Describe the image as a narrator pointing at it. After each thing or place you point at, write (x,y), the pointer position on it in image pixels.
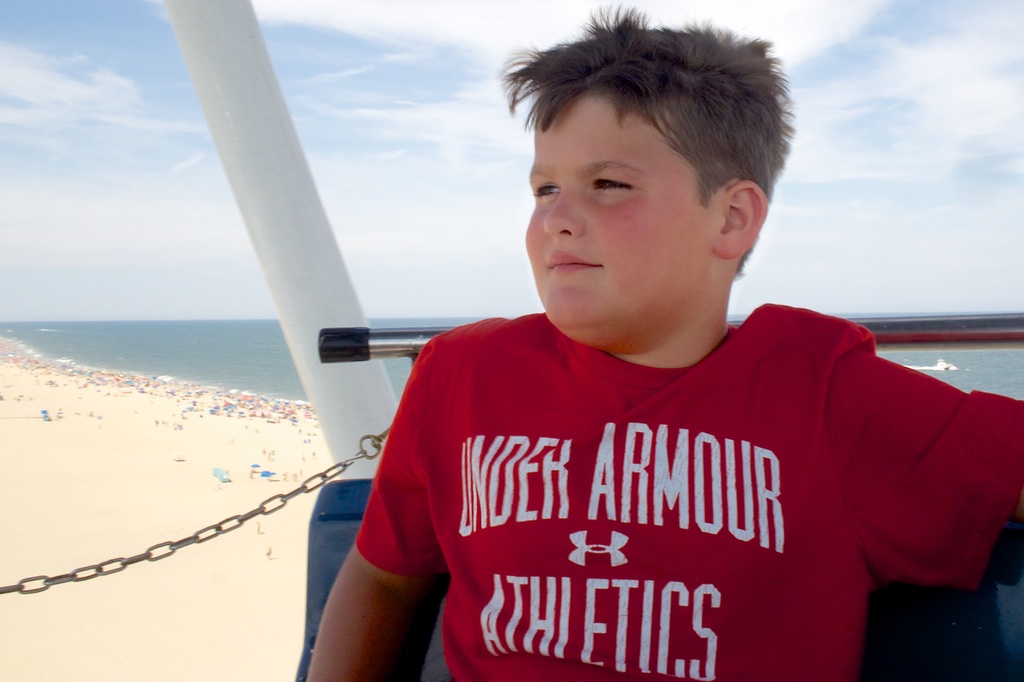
In this image we can see a person (630,505) sitting on a chair (1021,669). At the bottom (252,469) we can see few objects (131,382) on the ground (156,397). And we can see the water (172,355) and sky (141,134).
